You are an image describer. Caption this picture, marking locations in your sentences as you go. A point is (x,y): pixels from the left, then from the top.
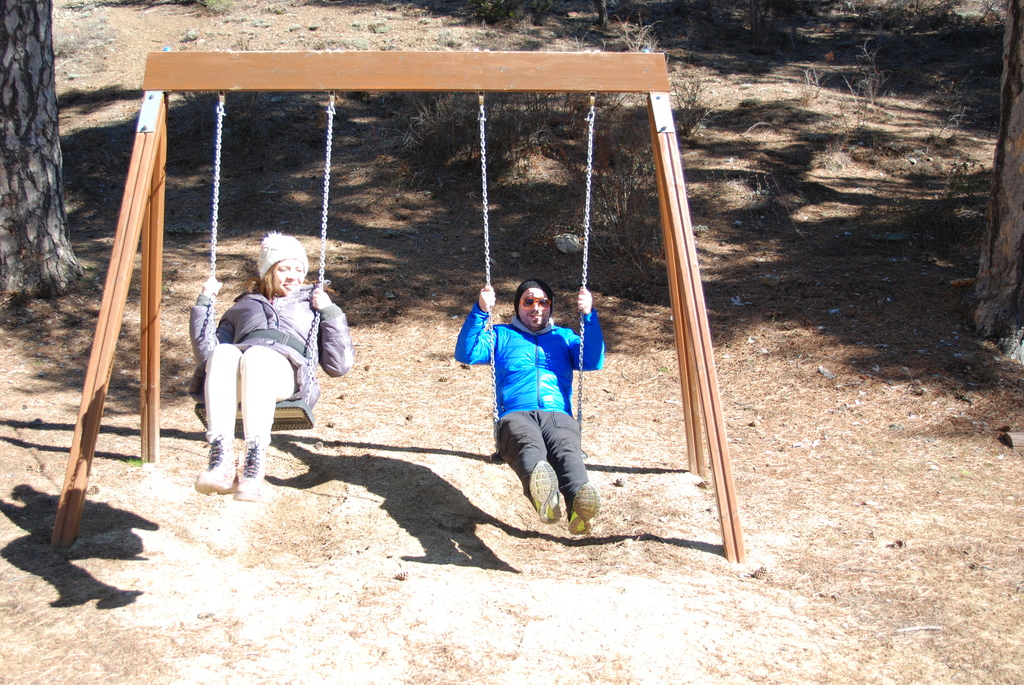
I can see the man (544,387) and woman (260,461) swinging with the swings (490,334). This looks like a tree trunk (22,167). I can see the shadow (34,538) of a person (546,482). These are the dried plants (640,120).
